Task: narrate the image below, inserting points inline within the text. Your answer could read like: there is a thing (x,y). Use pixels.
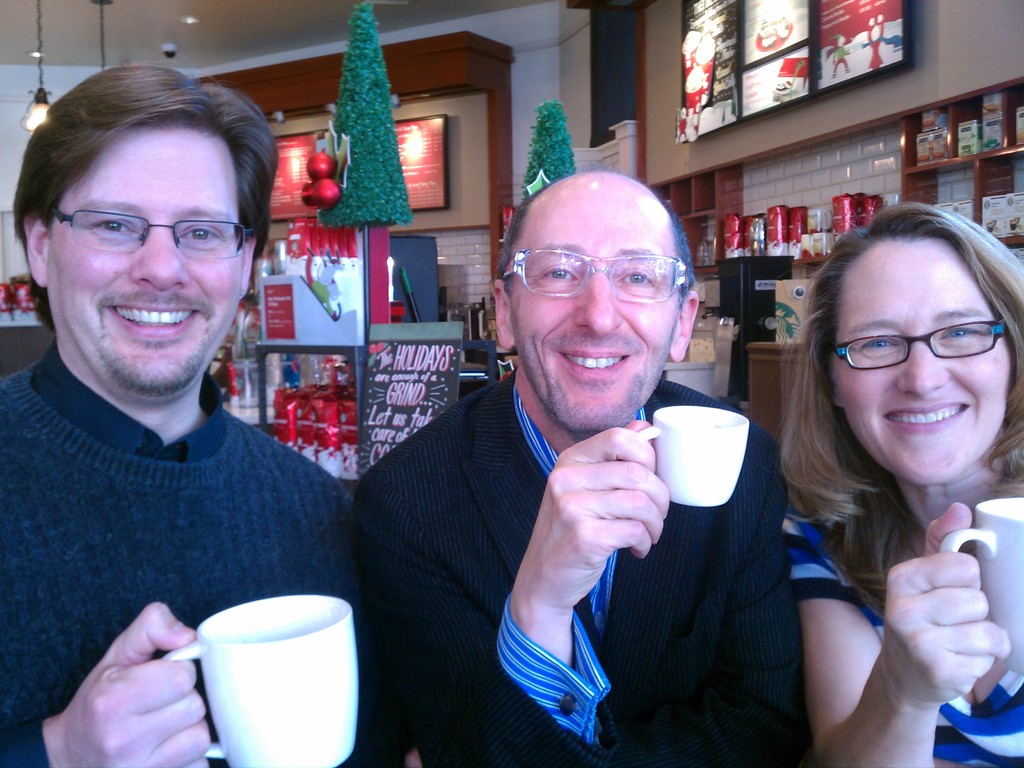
In this picture there are three members (526,492) holding a cup (719,447) in their hands (933,586). All of the three were wearing spectacles (180,230). In the background (372,63), there is a Christmas tree (350,177) and some items (313,376) placed in the shelves (359,419).
